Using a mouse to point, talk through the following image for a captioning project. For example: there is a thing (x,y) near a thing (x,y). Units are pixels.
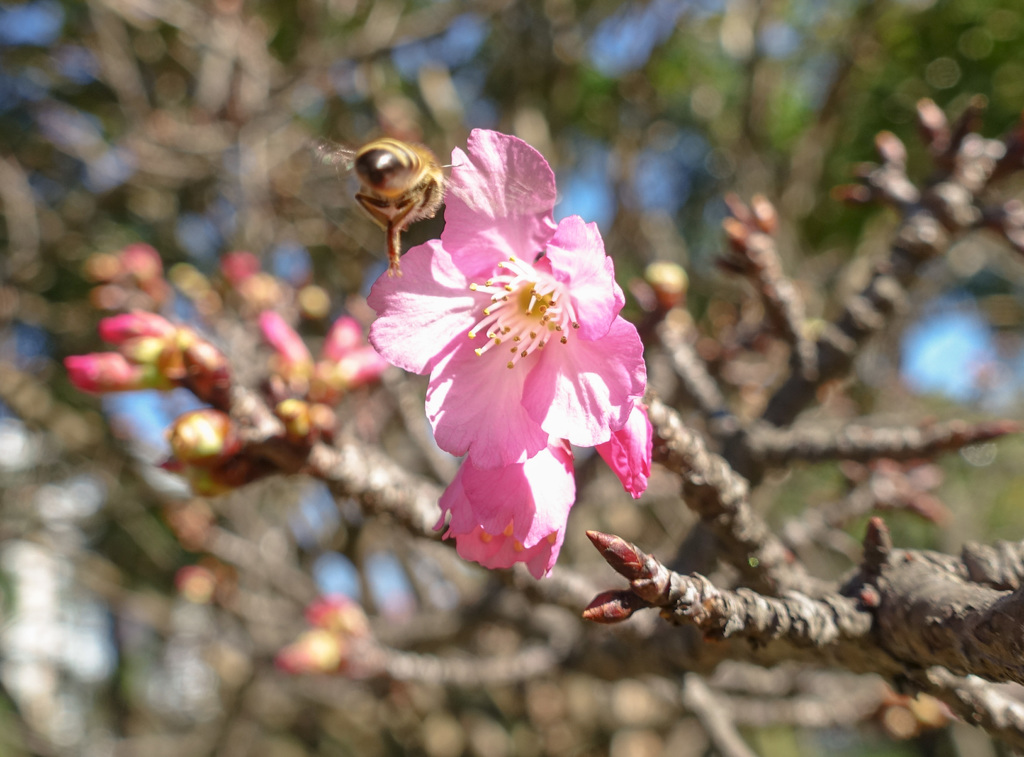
In this image I can see a flower (588,383) which is pink in color to the tree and an insect (406,190) which is brown, yellow and black in color. I can see the blurry background (84,229) in which I can see few flowers (155,323) to the tree (295,285) and the sky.
